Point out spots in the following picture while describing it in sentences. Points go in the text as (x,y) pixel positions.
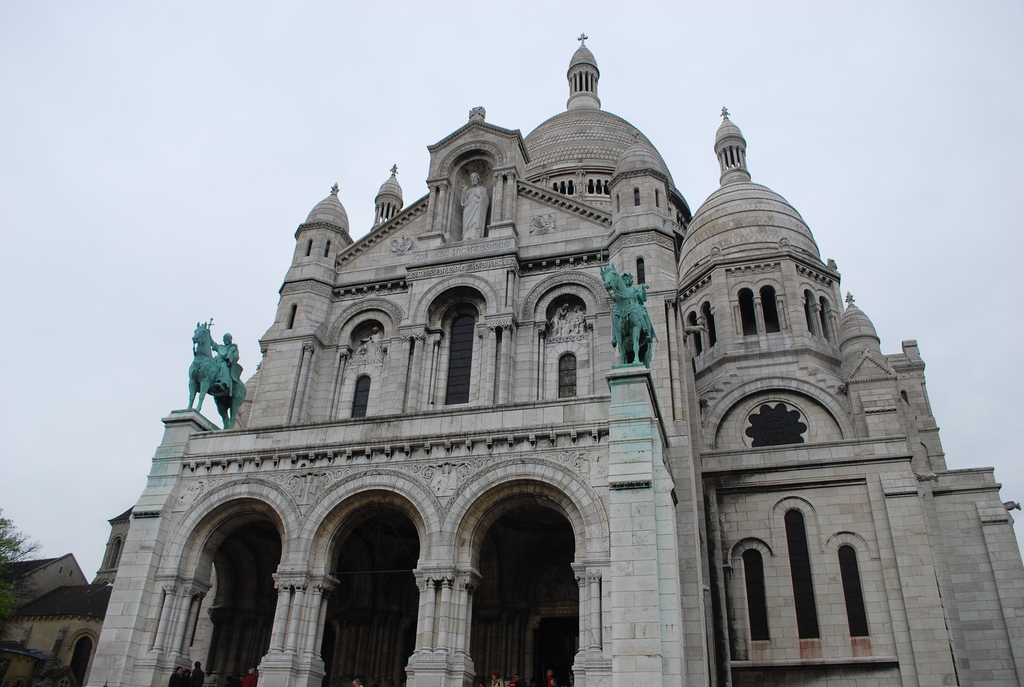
In this picture there is a monument (552,277) in the center of the image (560,335), there are houses (71,576) and a tree (7,606) in the bottom left side of the image (38,586).
